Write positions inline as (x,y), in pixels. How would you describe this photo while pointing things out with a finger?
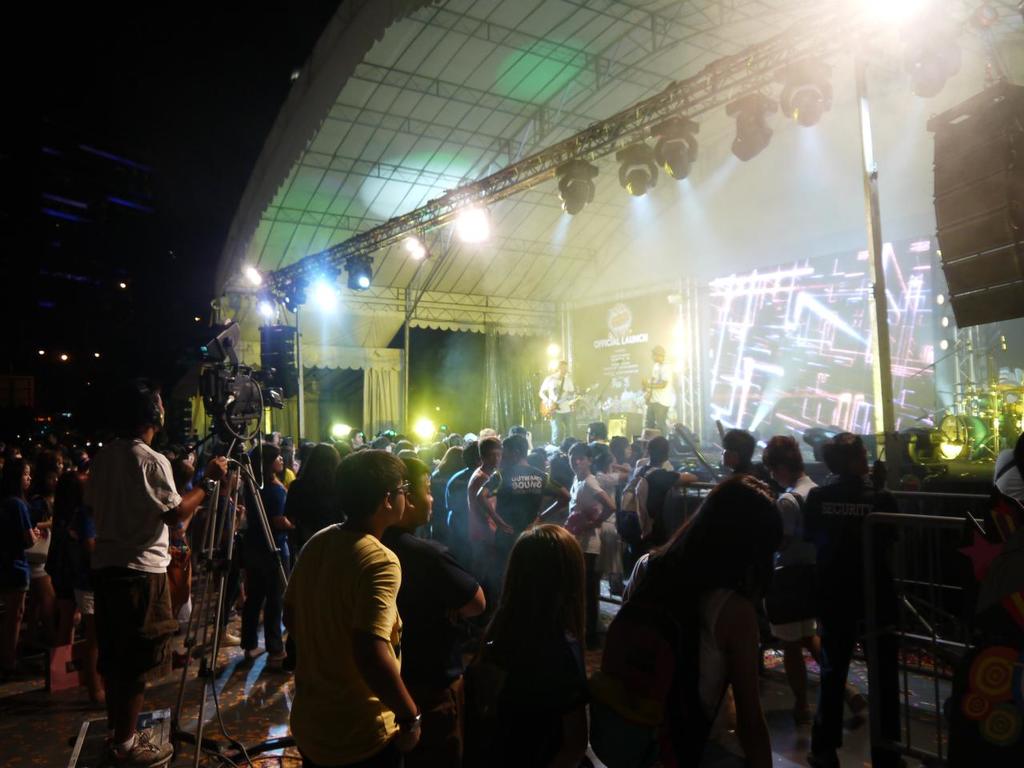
This image consists of a huge crowd (408,551). On the left (143,513), we can see a man (146,627) standing in front of a camera (224,433). On the right (742,374), it looks like a concert. And we can see the lamps (570,166) hanged to the metal frame (452,194). At the top (439,81), there is a roof (409,87).
